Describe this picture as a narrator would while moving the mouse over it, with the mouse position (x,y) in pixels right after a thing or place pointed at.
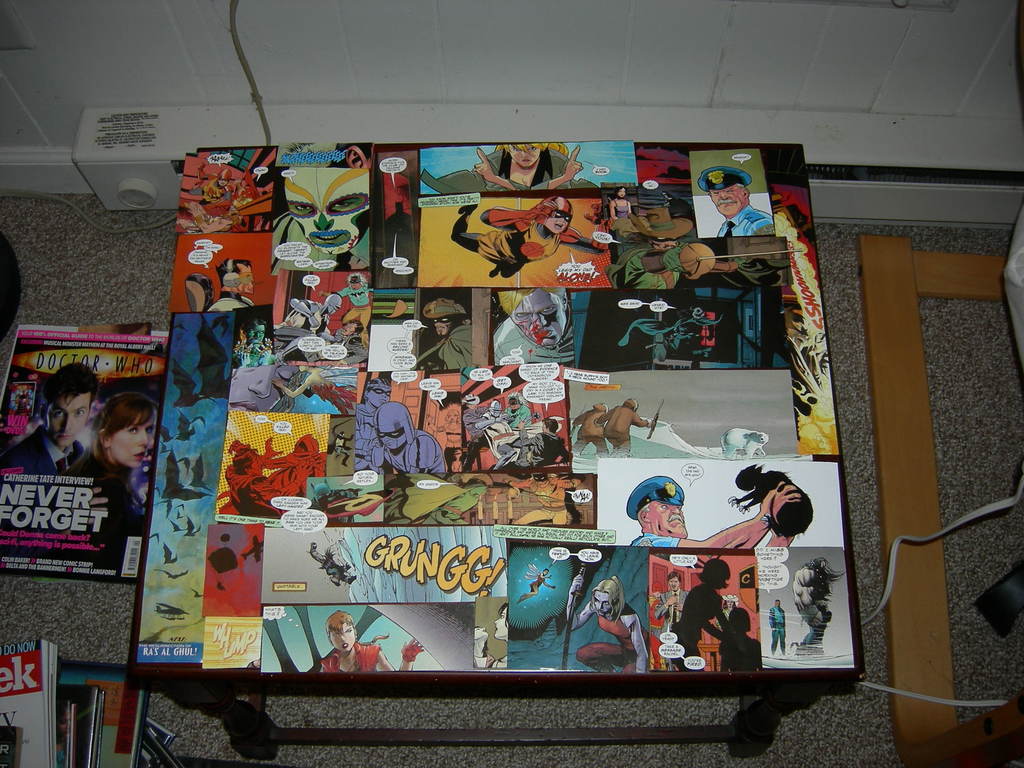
In this image we can see posters (602,518) on a table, books (91,474), wooden object (1001,723) and cable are on the floor (870,665). At the top (450,59) we can see the wall (328,97) and an object (961,225).
